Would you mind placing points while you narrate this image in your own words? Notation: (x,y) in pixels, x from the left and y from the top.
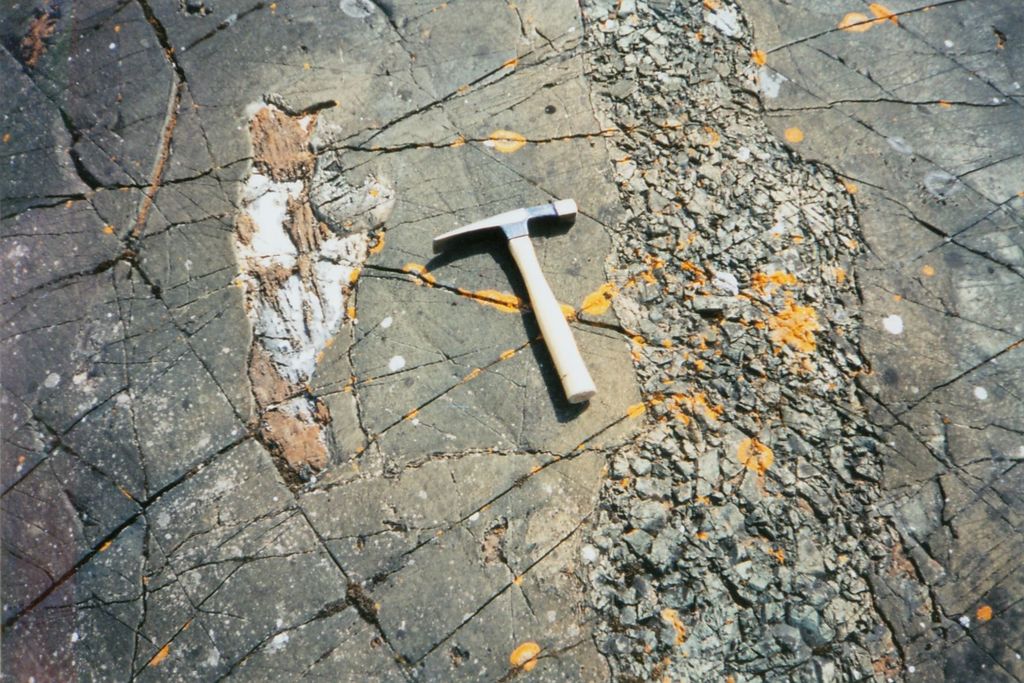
In this picture there is a geologist's hammer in the center of the image (587,391), on the floor (69,159).
